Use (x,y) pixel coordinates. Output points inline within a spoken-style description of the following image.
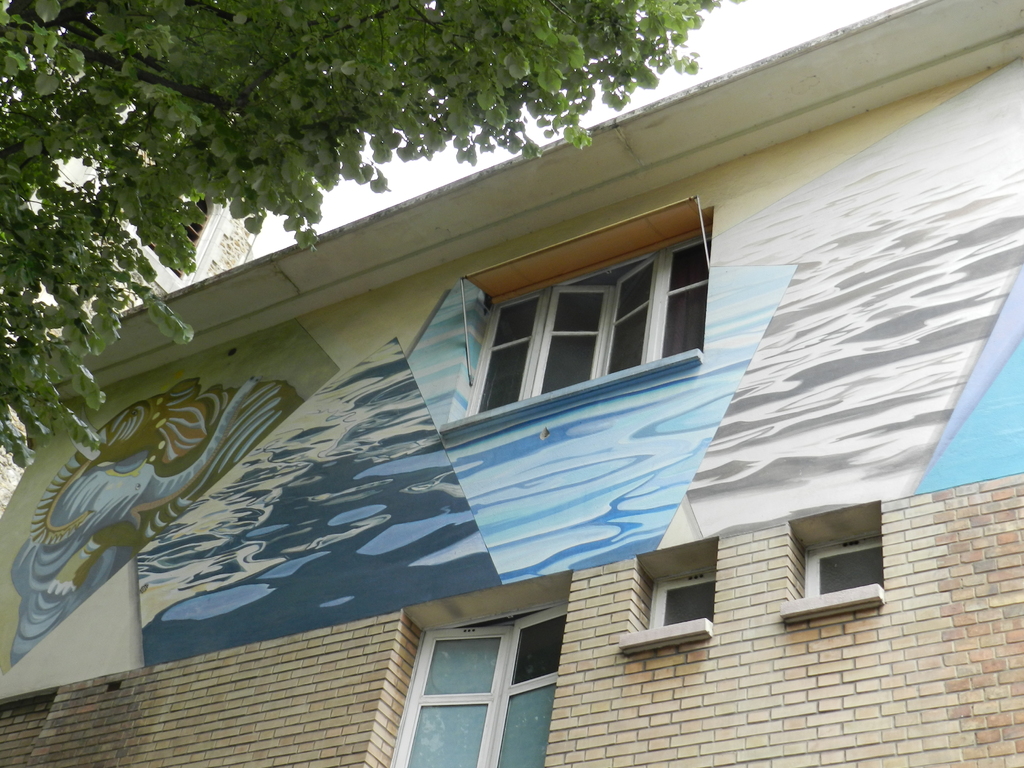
In this picture we can see the painting (302,437) on a building (528,436) and on the building (571,579) there are windows (520,332). In front of the building (287,335) there is a tree (170,54).
